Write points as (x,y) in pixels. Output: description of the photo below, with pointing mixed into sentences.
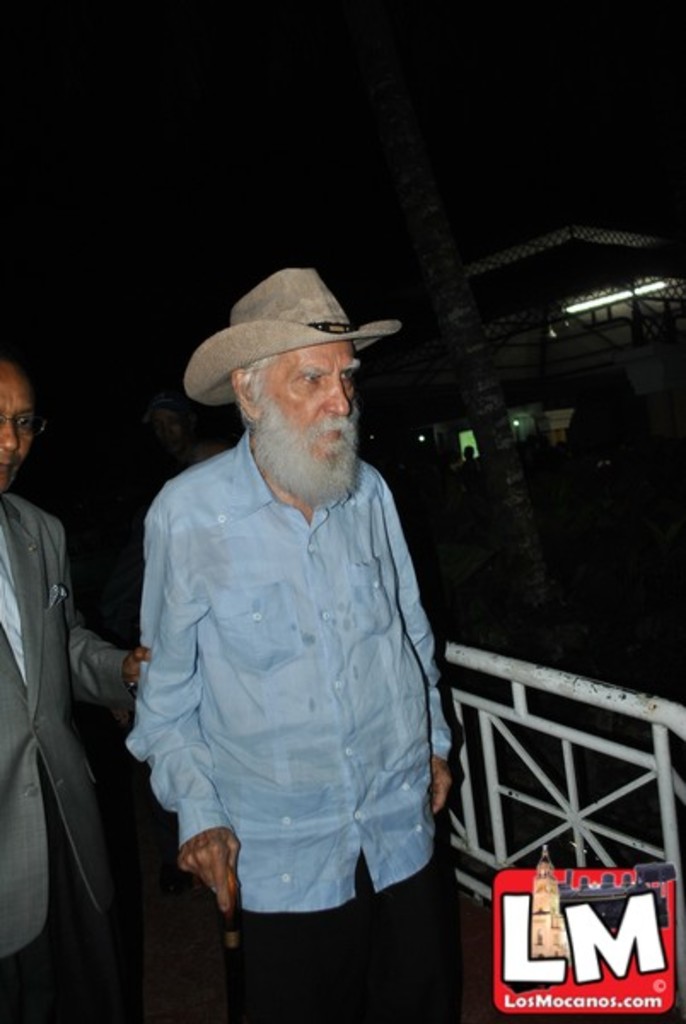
As we can see in the image in the front (52,675) there are two persons (156,604). In the background (537,380) there is building (516,380) and light (585,307). The image is little dark.
